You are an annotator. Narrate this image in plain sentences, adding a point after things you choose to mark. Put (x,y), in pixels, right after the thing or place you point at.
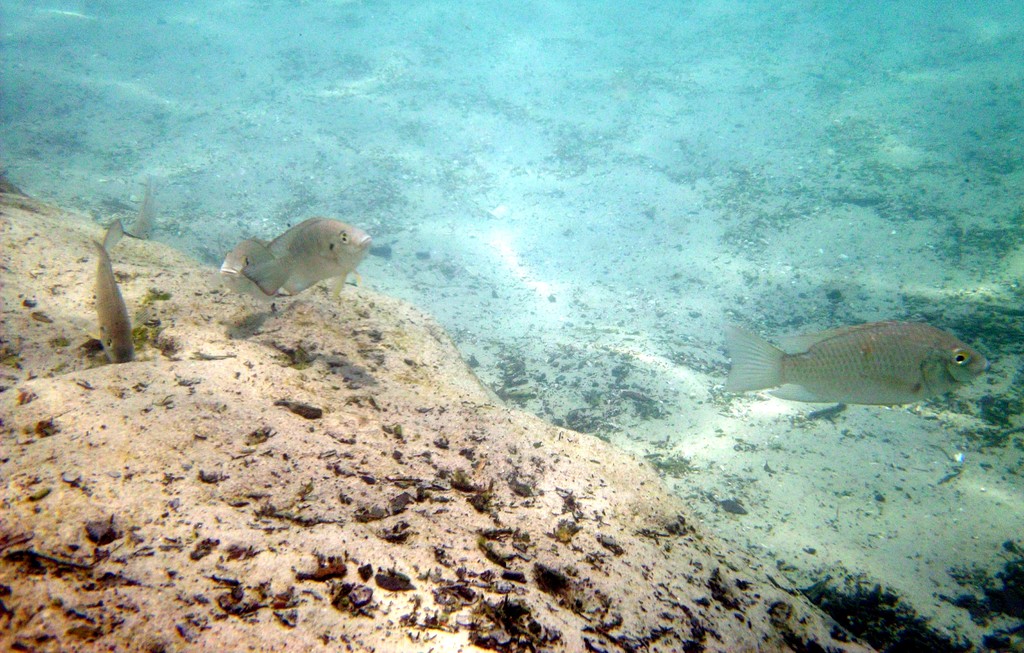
In this image we can see fishes (237,271) in the water (480,171), here is the sand (68,424).
